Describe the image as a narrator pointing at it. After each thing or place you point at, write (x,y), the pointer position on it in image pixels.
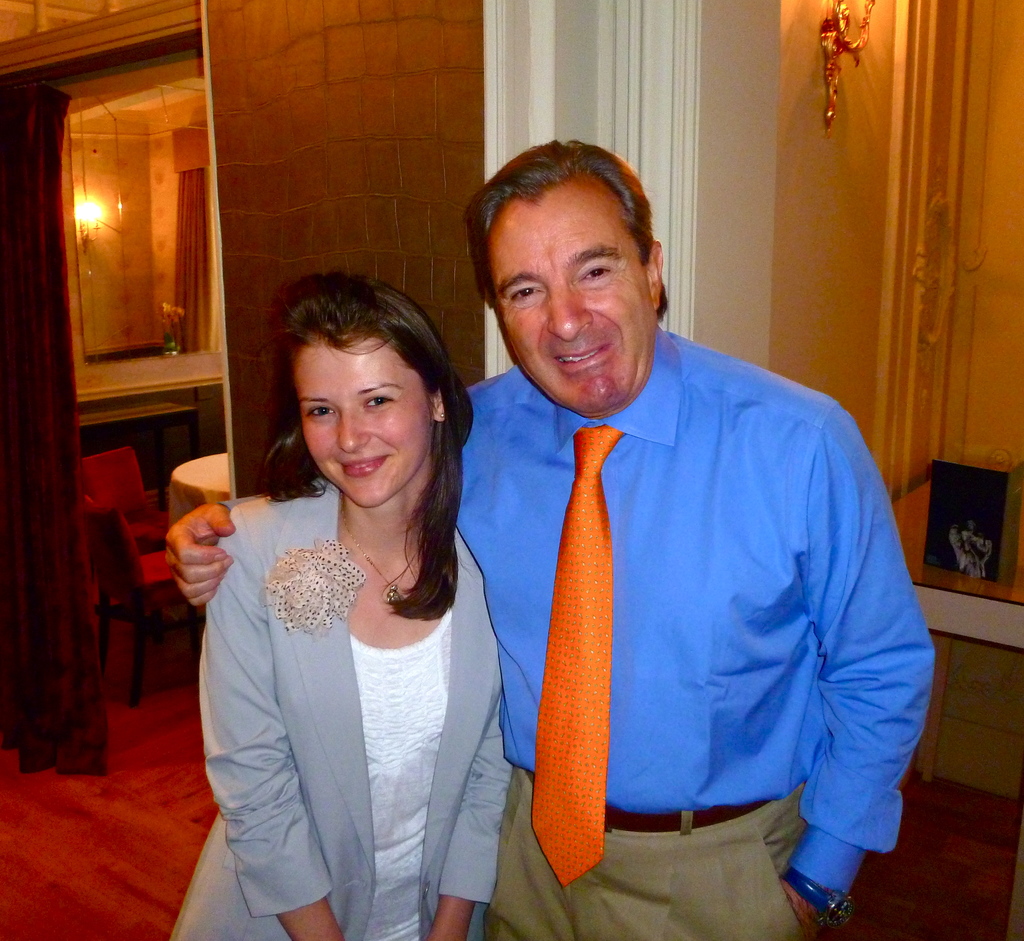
In this picture in the front (468,517) there are persons (576,562) standing and smiling. In the background (211,475) there are empty chairs (120,460) and table (193,474) which is covered with a white colour cloth (198,482) and there is a curtain (52,419) and there is a partition wall (359,174), there is a pillar (656,120) which is white in colour and on the wall (817,59) there is a light (828,52) and there is a mirror (125,300) on the wall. On the right side (968,598) in the background (950,571) there is a table (970,581) and on the table (900,520) there is an object (943,521) which is black in colour.
